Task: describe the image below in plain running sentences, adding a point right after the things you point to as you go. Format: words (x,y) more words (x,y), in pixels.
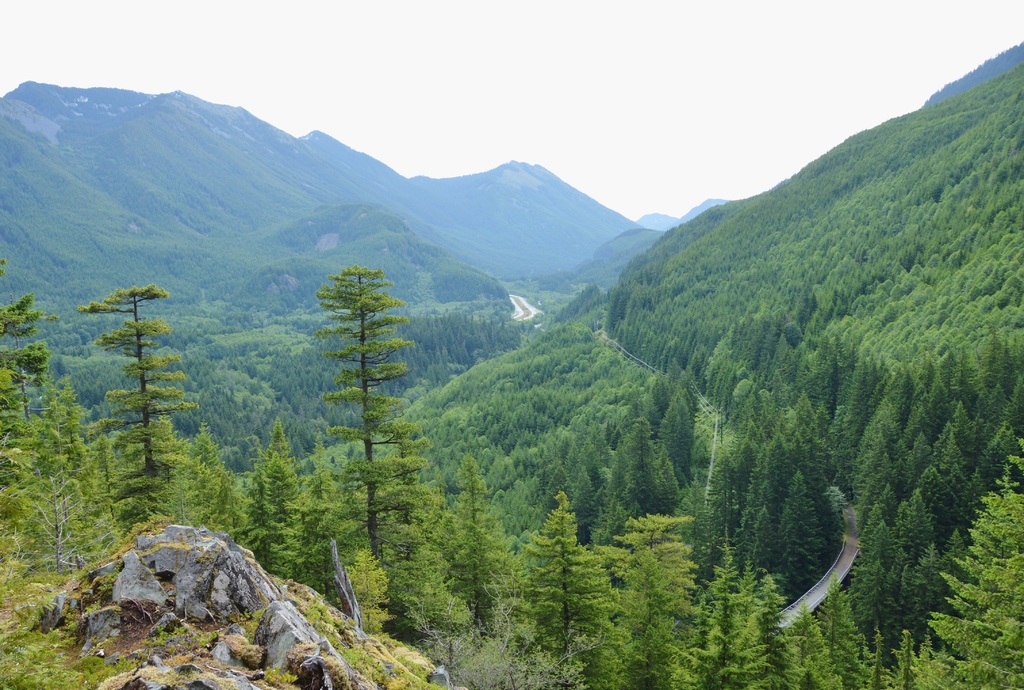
In this picture I can see there are few mountains (764,568) and they are covered with trees (597,420) and there is a road (820,591) visible at right side (834,577) and the sky (544,133) is clear.
